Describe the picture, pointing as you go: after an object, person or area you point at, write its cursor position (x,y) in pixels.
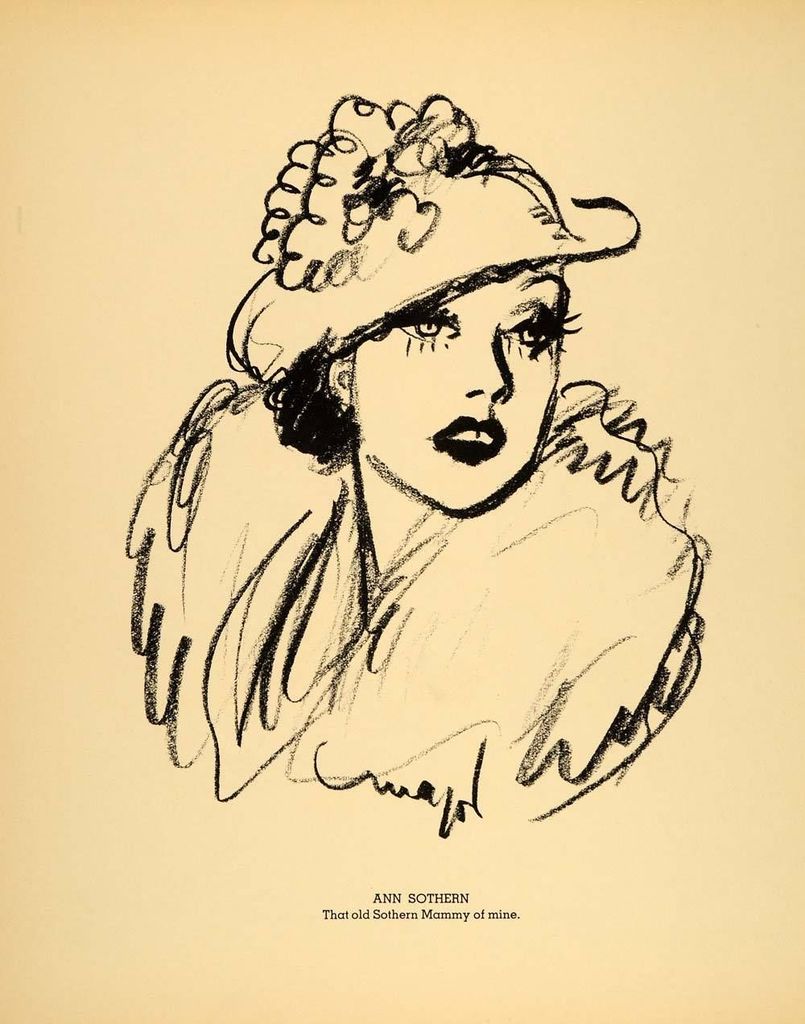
In this image I can see a crayon sketch (400,499) of a woman (393,509) and at the bottom of the image (330,916) I can see some text (390,899).
